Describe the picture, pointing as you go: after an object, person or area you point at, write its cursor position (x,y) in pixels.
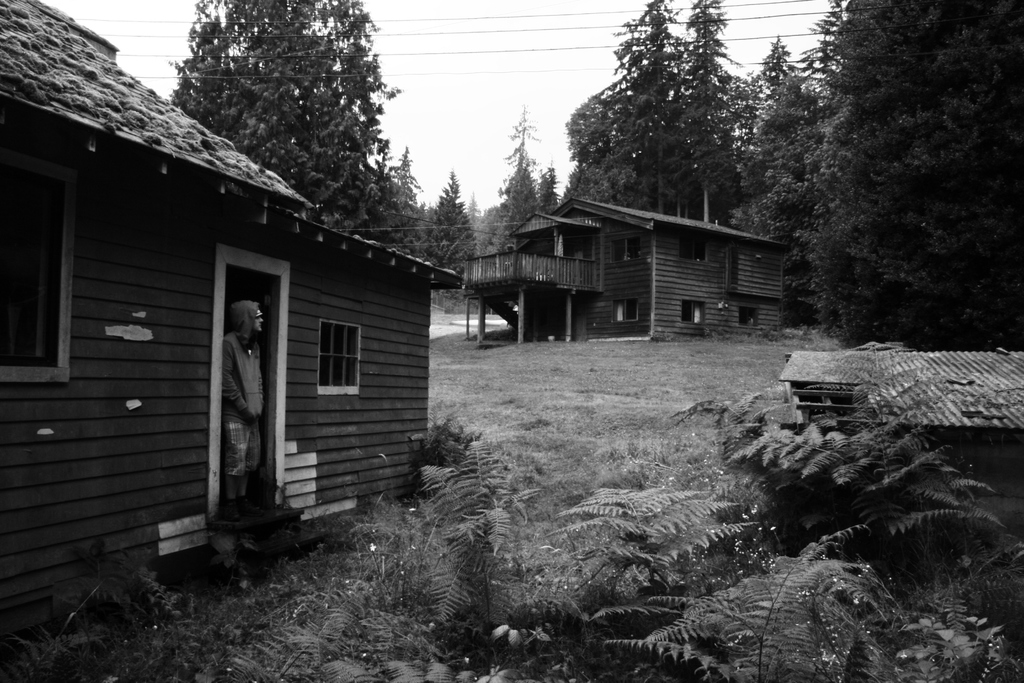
In this image there are houses (468,262) and trees (766,139), and on the left side (248,352) there is one person (247,404) standing. At the bottom (392,536) there is grass (567,472) and some plants (704,544), and on the right side of the image (1008,366) there is a shed (981,385). At the top (490,118) there is sky (508,87) and also we could see some wires (399,73).
